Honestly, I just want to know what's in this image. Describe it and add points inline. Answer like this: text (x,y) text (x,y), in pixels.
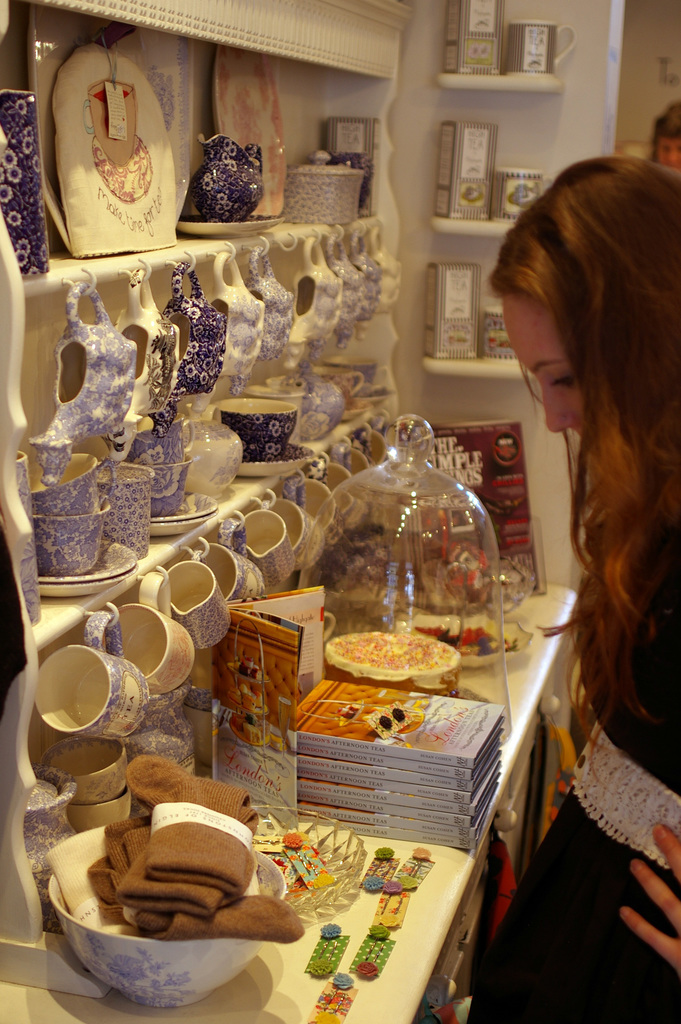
On the right side (587,806), the woman (573,789) in the black dress (598,933) is standing. In front of her, we see a white table (380,999) on which a bowl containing socks (191,869), books (325,712), and the glass jar (352,568) are placed. Behind that, we see shelves (246,496) in which saucers (213,515), cups (239,532) and some other glass items (169,313) are placed. In the background (497,174), we see the white shelves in which cups (543,195) are placed.
